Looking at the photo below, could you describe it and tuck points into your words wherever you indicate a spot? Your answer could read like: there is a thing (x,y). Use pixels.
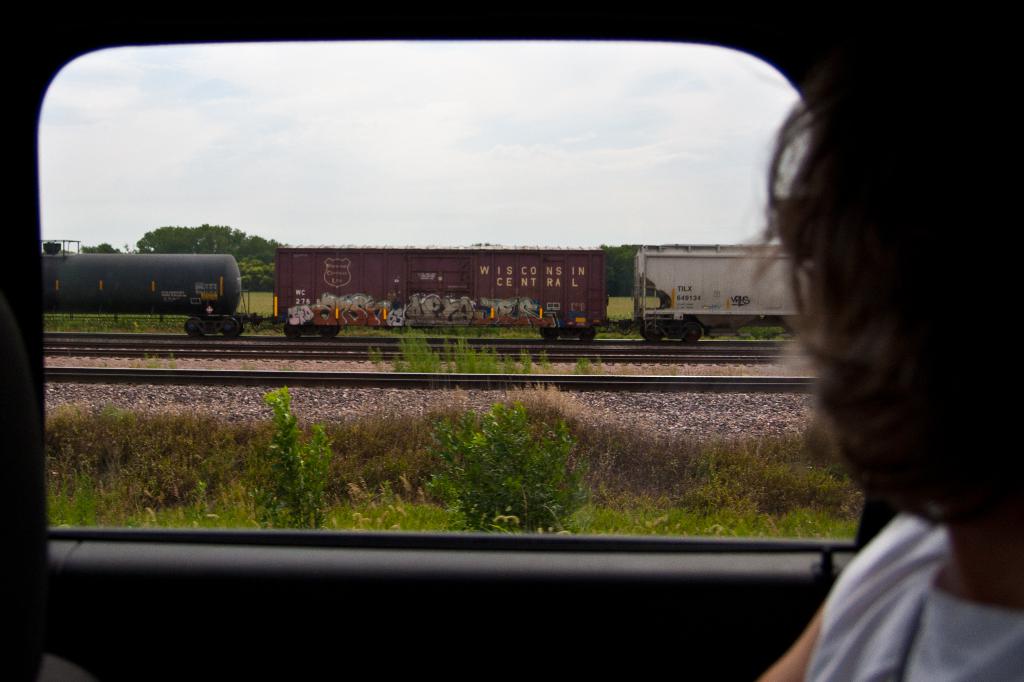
In this image in front (1001,645) there is a person (792,653) sitting on the car (579,622). Beside her there is a glass window (558,330). Through glass window (448,338) we can see a train (545,333) on the railway track (680,358). There are plants (340,435), trees (209,243), sky (242,221).
